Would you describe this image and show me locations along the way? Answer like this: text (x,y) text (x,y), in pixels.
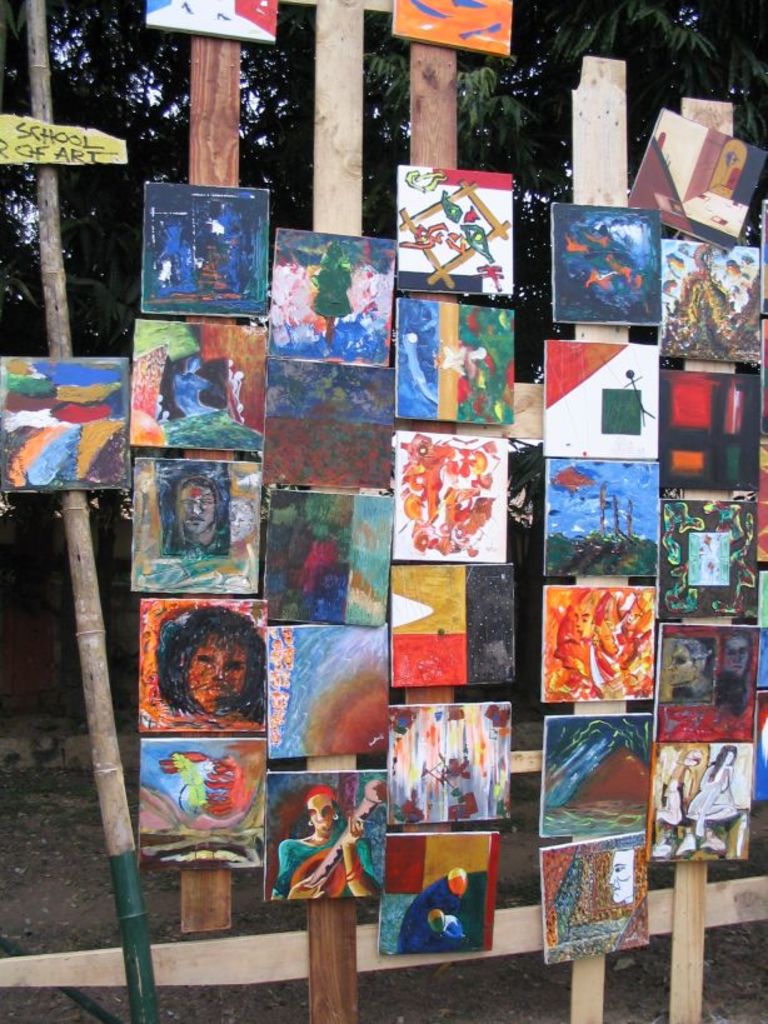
In this image there are group of photo frames (419,552), there is tree (663,27), there is ground (62,841).
